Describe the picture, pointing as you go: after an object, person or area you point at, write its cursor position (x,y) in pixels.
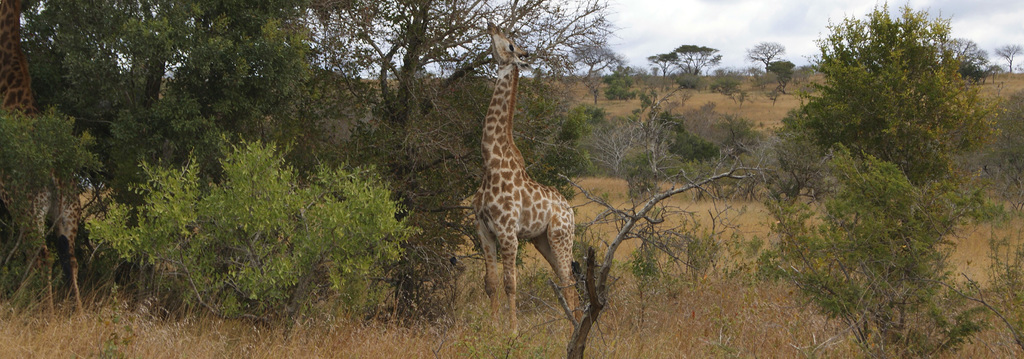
The picture is taken in a forest (371,101). In the foreground of the picture (472,123) there are trees (435,233), plants (819,271), grass (632,246), shrubs (864,269) and a giraffe (515,93). In the background (702,65) there are trees (695,57). Sky (700,15) is cloudy.
